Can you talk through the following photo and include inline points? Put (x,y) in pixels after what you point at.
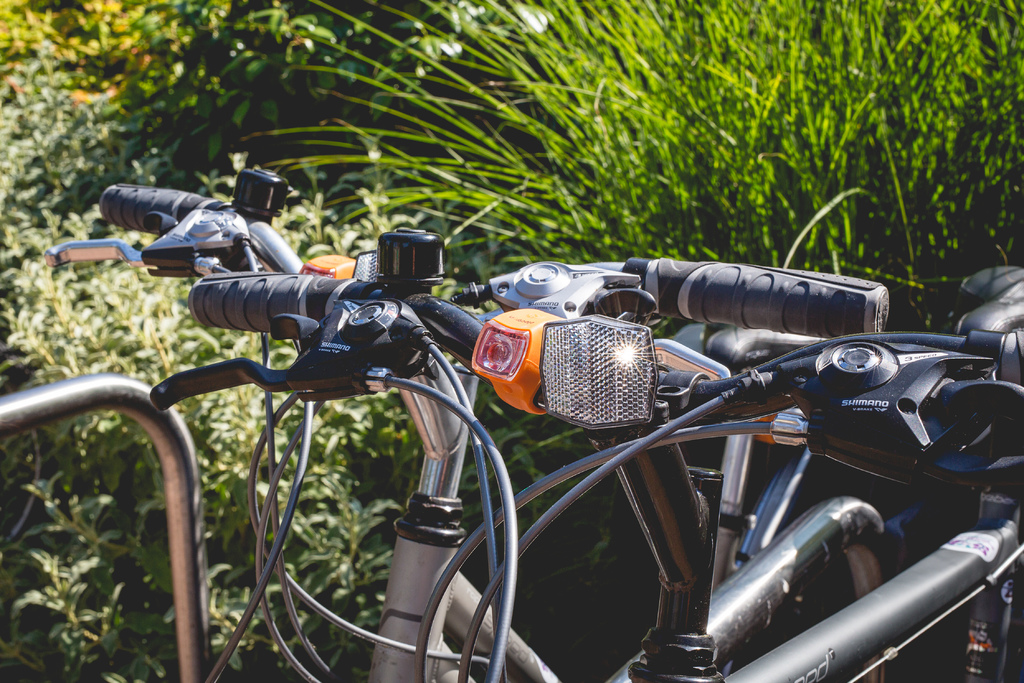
This image is taken outdoors. In the background (130,591) there are a few trees (226,155) and plants (826,144). On the right side of the image (1003,545) a bike (902,602) is parked on the ground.
